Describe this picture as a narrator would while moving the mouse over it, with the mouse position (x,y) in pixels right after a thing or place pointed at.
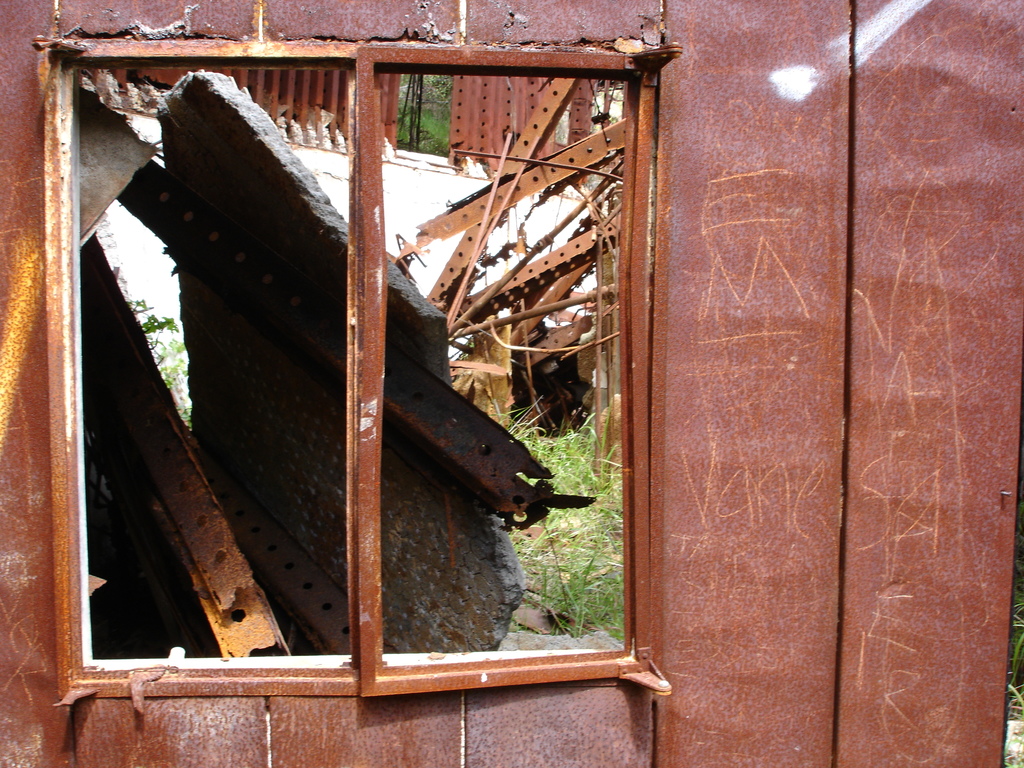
In which we can see in front (352,437) there is a window (359,420) and behind the window (483,269) there are other iron rods (480,329) kept on the ground (565,520). The building (689,700) is made up of iron (809,682) which is rusted.
